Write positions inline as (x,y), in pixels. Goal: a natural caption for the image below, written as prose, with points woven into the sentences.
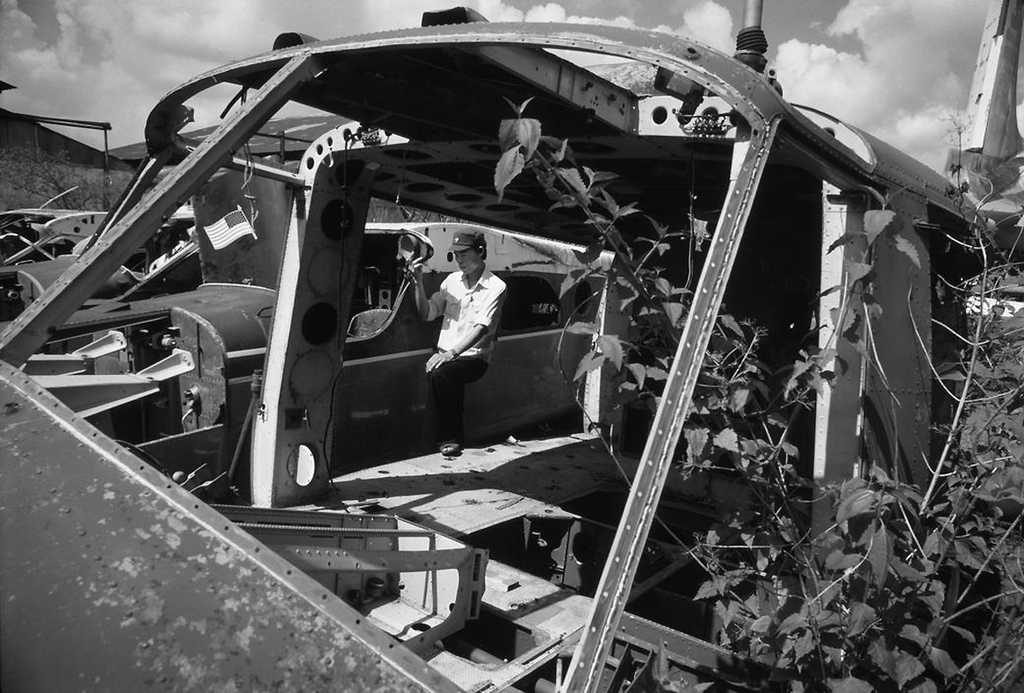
In this image, we can see few old vehicles (461,230). Here a person (478,366) is standing and wearing a cap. On the right side (979,564), we can see few plants (976,623). Background (80,176) we can see shed (10,128), tree (95,174), cloudy sky (214,102).
